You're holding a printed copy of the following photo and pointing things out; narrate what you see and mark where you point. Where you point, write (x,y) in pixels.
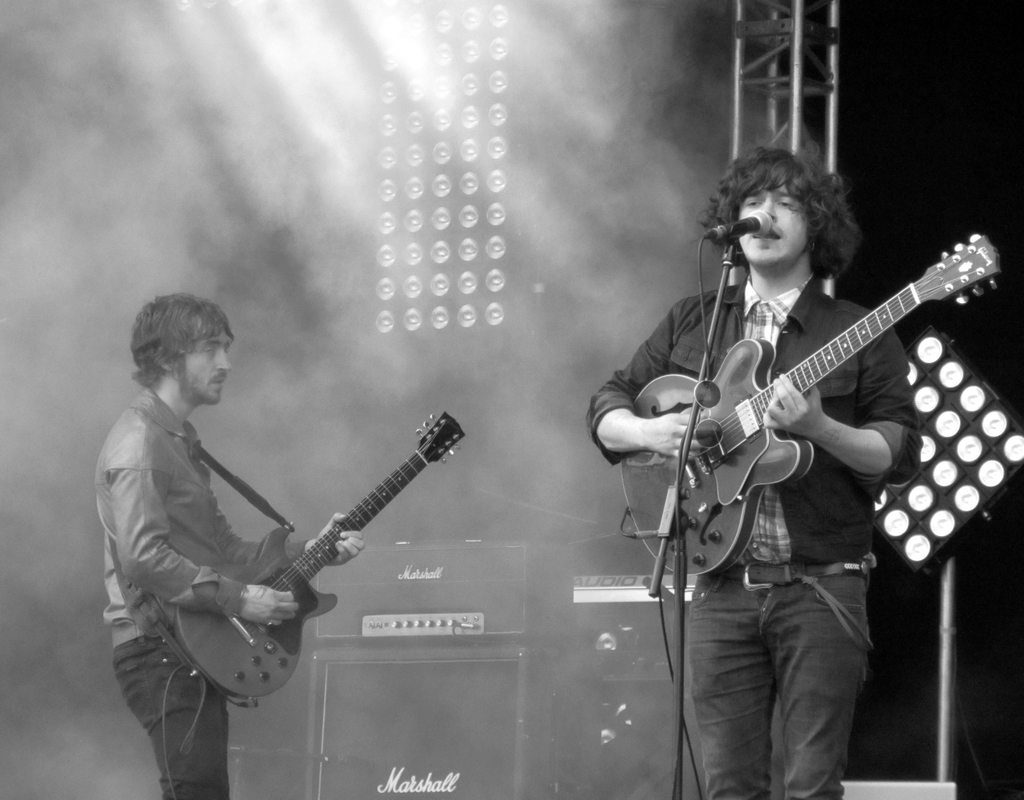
This image is clicked in a concert. There are two persons (182,670) in this image holding guitars (718,473). In front of a person (731,206), there is a mic (721,239) along with mic stand (719,308). He is wearing a black shirt (812,548), and jeans pant (807,657). In the background (422,714) there are lights (490,192) and speakers (415,702).
